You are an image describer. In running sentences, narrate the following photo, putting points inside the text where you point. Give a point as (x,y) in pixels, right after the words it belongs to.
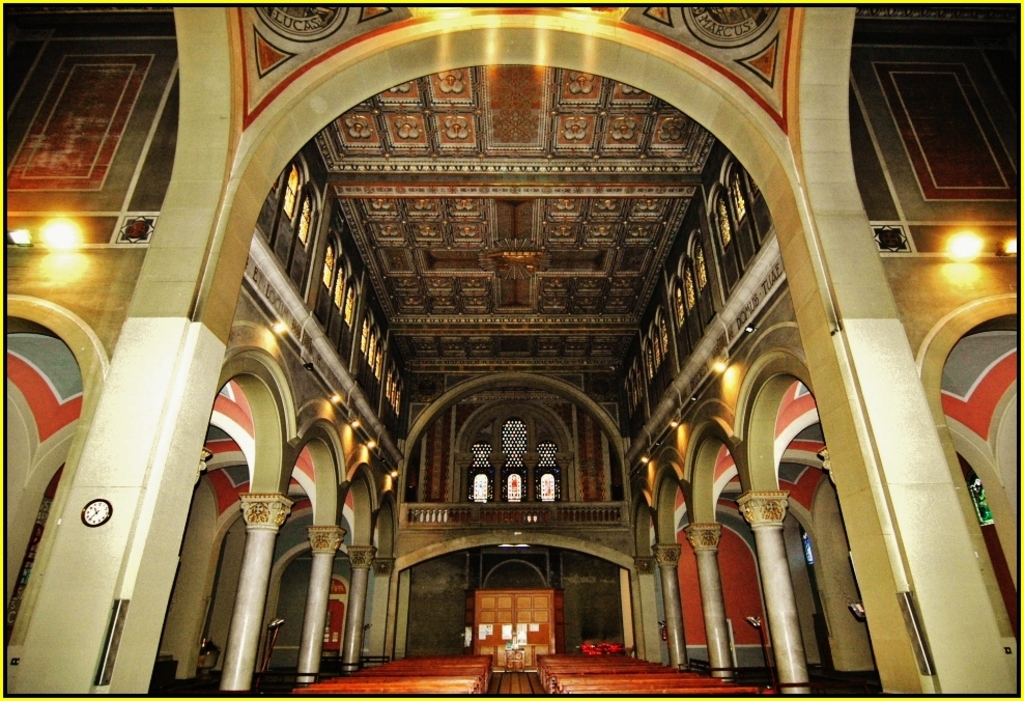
This image is taken from inside the building (322,557). In this image there are a few wooden benches (372,677) are arranged, poles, clock (109,518) hanging on the wall (91,552), a few lamps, Windows (737,193) with some paintings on it. At the top of the image (476,153) there is a ceiling (476,132).
